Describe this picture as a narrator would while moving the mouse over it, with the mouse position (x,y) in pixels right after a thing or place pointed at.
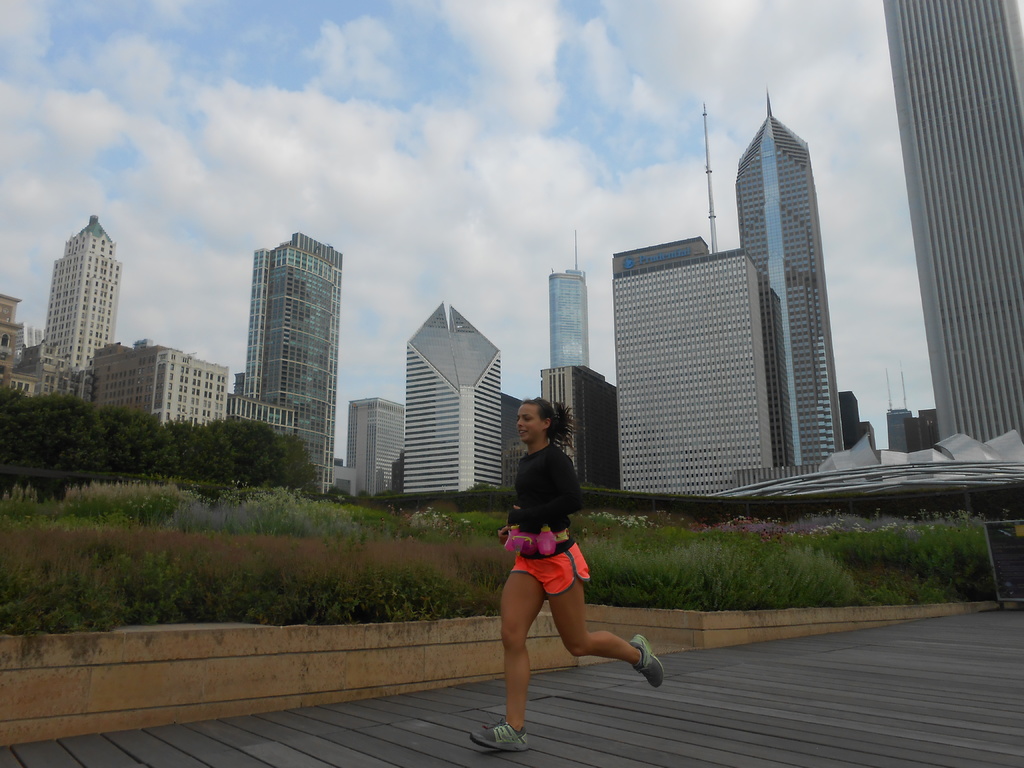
In this image we can see a woman (533,497) wearing black color T-shirt (546,490), orange color short (562,582) running on ground (85,738) and in the background of the image (507,574) there are some buildings (305,415), trees (30,444), grass (153,544) and top of the image (501,126) there is cloudy sky (577,114).
